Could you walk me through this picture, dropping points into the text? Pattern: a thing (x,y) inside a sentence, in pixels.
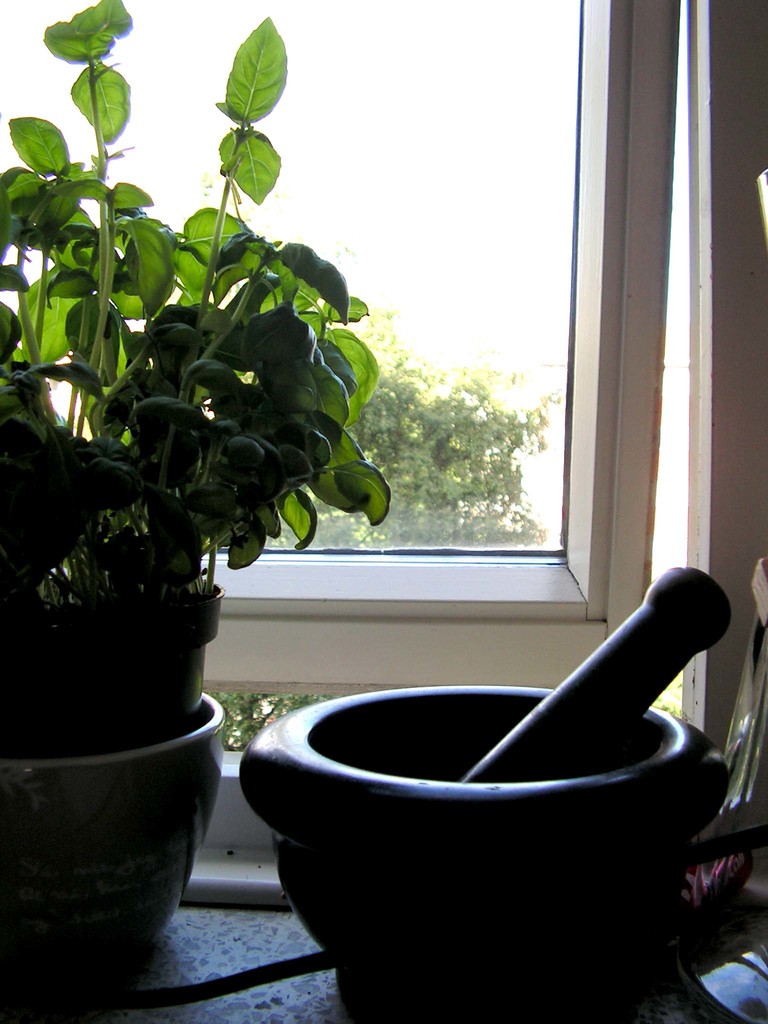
In this image we can see a potted plant (138,899), window (636,268) and a grinding stone (579,883), from the window (451,553) we can see some trees (404,407) and the sky (453,308).
